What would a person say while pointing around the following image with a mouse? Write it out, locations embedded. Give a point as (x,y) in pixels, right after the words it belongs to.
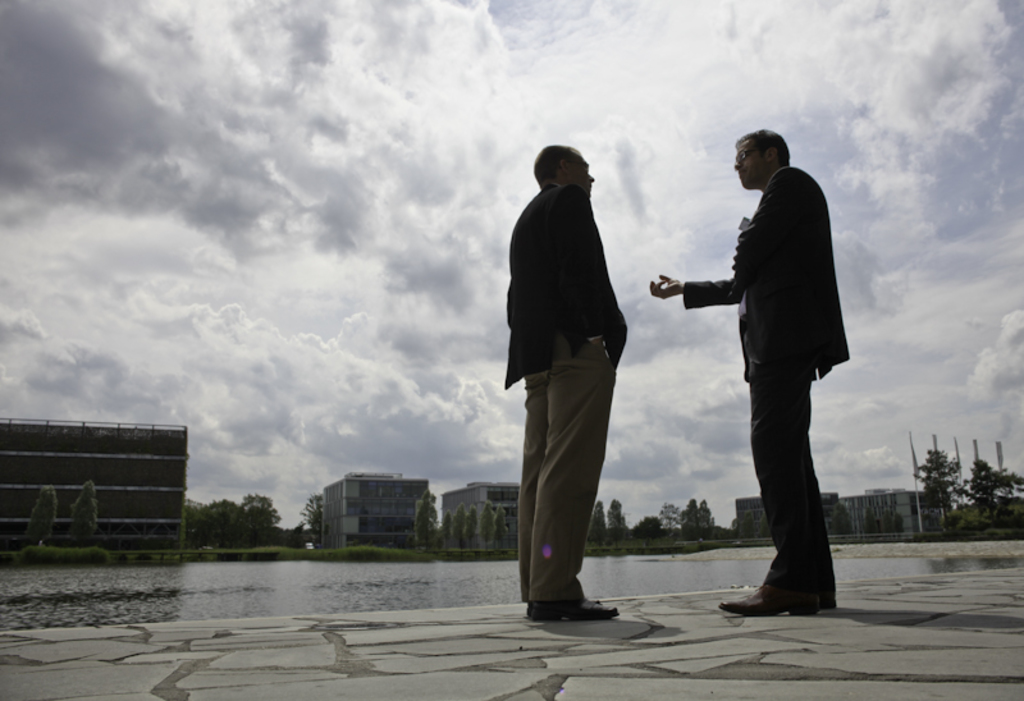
There are two persons (602,266) standing. In the back (352,534) there is water (340,574), trees (308,519), buildings (166,537) and sky (988,448) with clouds (280,209).
